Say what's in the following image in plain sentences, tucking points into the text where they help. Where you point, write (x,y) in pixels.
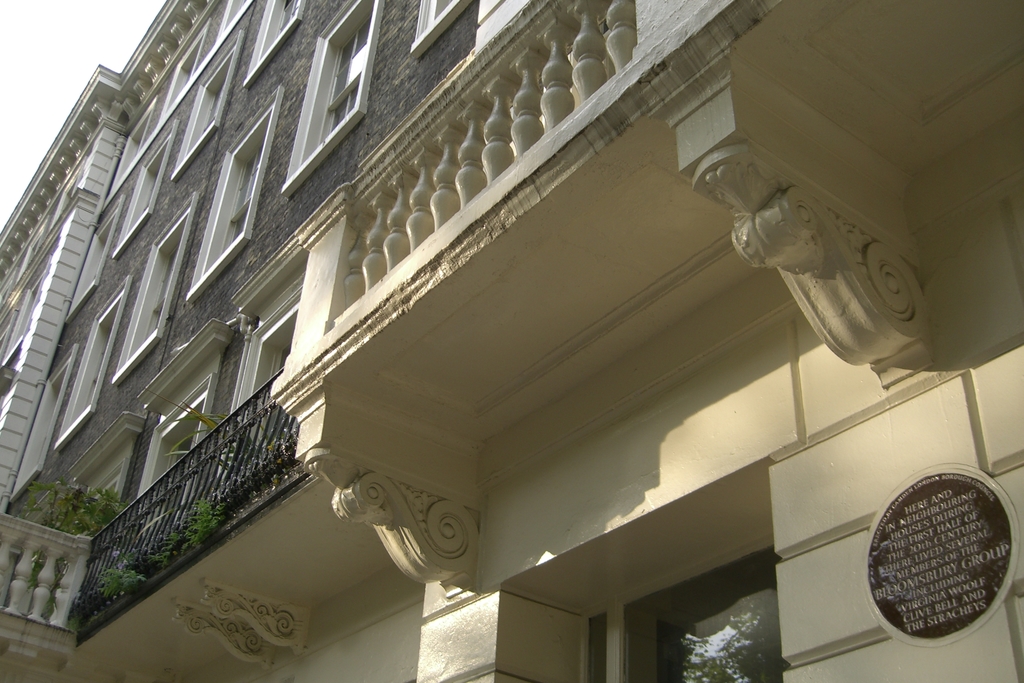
In this image there is a picture of the building (323,376) which is taken from the bottom, where we can see there are windows (255,160) at the top (237,164). At the bottom (161,534) there is a corridor (167,535) in which there are plants (156,556).
